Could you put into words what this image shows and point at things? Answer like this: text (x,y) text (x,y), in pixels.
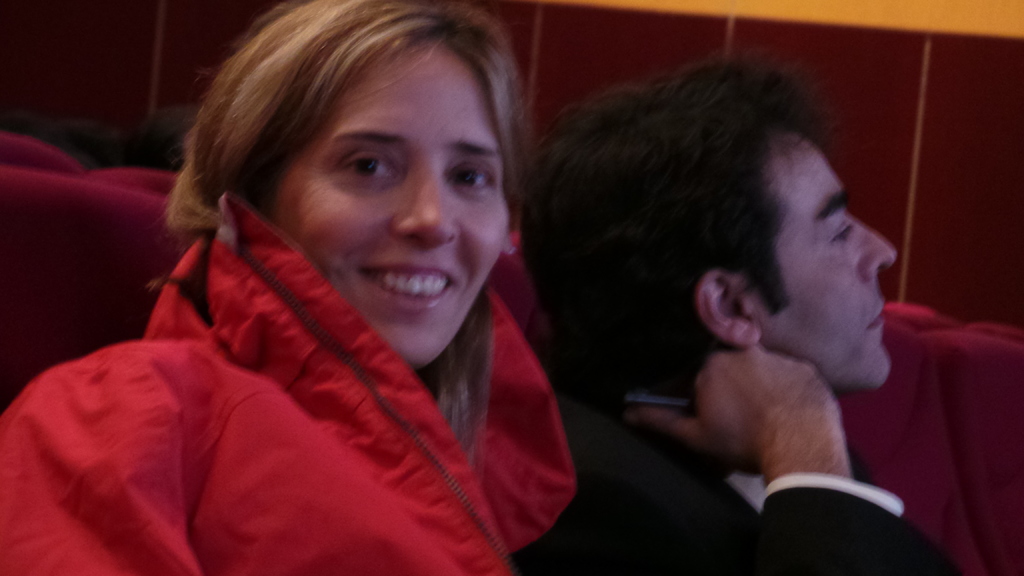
There is one woman (283,360) sitting on a chair (138,334) and wearing a red color jacket (307,447) on the left side of this image (267,385), and there is one other person (634,389) sitting on the right side of this image (744,397), and there is a wall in the background (897,147).
